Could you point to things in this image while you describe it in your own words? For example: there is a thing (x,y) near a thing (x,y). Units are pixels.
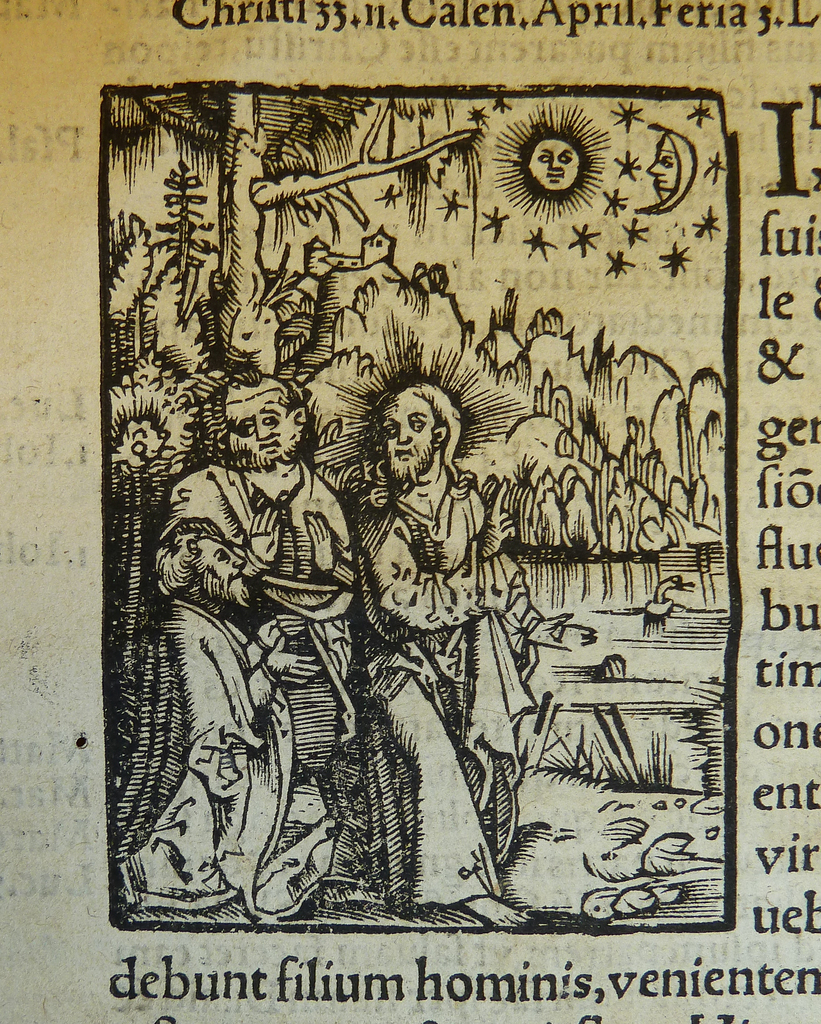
This is the picture of a book (766,590). In the center of the picture (314,479) there is a painting (349,544) of three men (366,591) and scenery (593,318). At the bottom (481,972) and on the right (782,389) and at the top (450,15) there is text (791,373).
